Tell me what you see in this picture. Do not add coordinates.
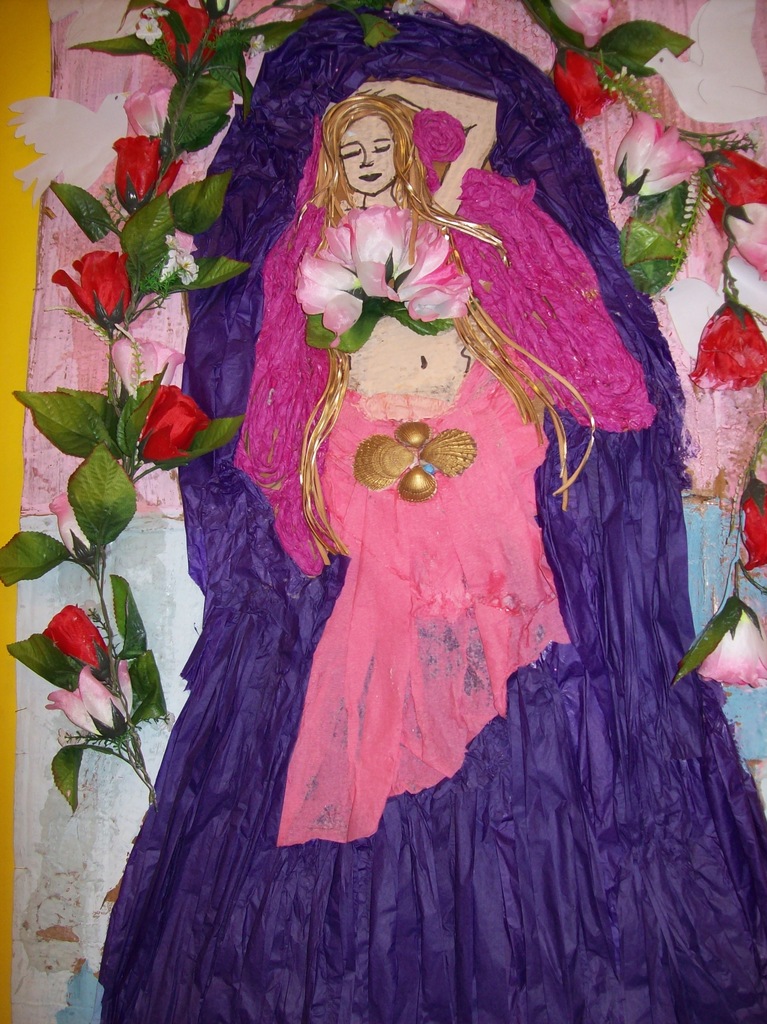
This is the drawing image.
